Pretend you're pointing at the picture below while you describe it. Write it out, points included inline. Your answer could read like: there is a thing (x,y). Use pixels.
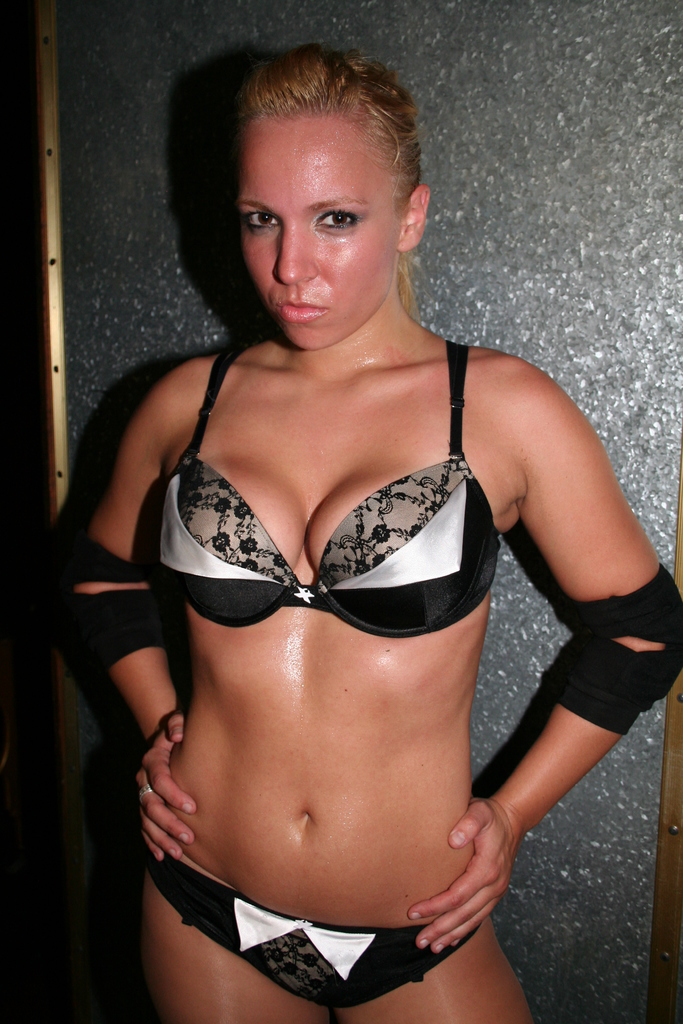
In the foreground of this image (391,756), there is a woman (390,791) standing and it seems like wall (562,174) in the background (562,242).
